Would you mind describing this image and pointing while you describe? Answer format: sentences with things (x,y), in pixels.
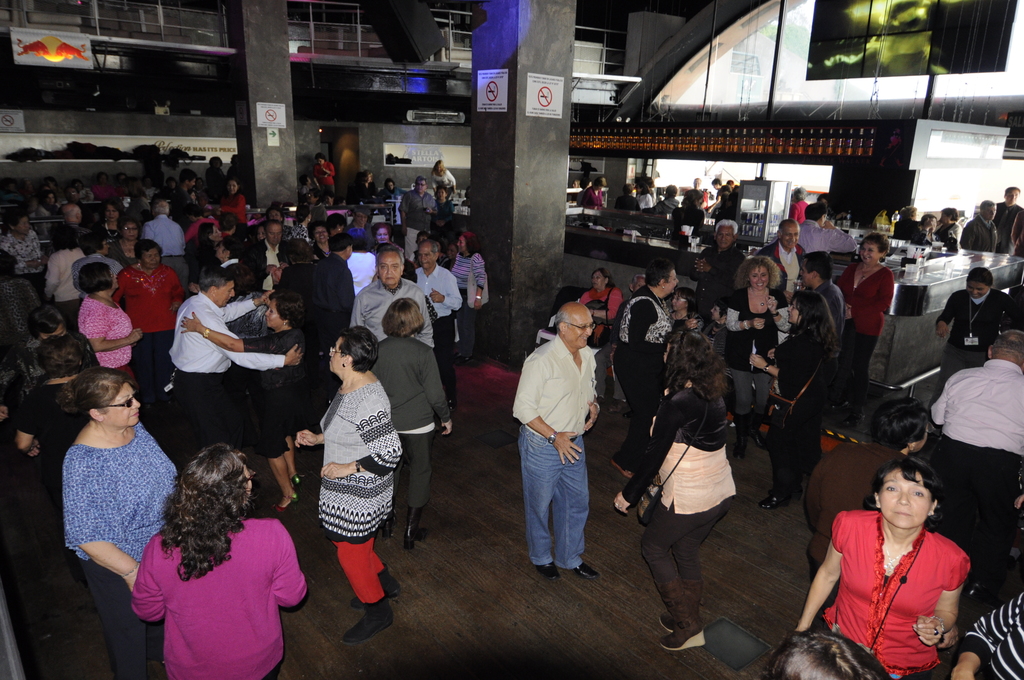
There are people (1021,640), we can see posters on pillars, objects (693,245) on the surface (664,220), bottles (811,142) on shelf (826,153) and few objects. In the background (384,138) we can see clothes (163,159) on surface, fence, board (175,144), wall (88,165) and glass (756,70).
